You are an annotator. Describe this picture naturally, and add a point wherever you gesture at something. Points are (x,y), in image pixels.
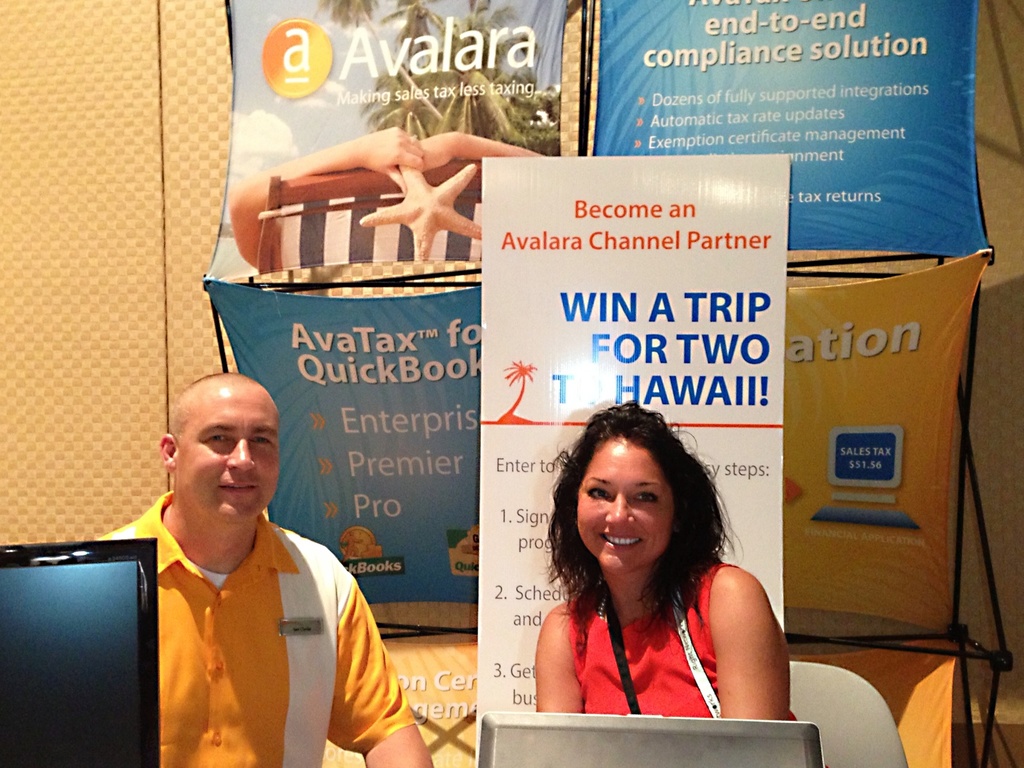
In this image we can see a man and a woman (582,599) sitting on the chairs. In the foreground (73,625) we can see the monitors (117,619). On the backside (440,504) we can see a board (497,466) and some banners (451,250) with text (714,470) on them. We can also see a wall (148,392).
